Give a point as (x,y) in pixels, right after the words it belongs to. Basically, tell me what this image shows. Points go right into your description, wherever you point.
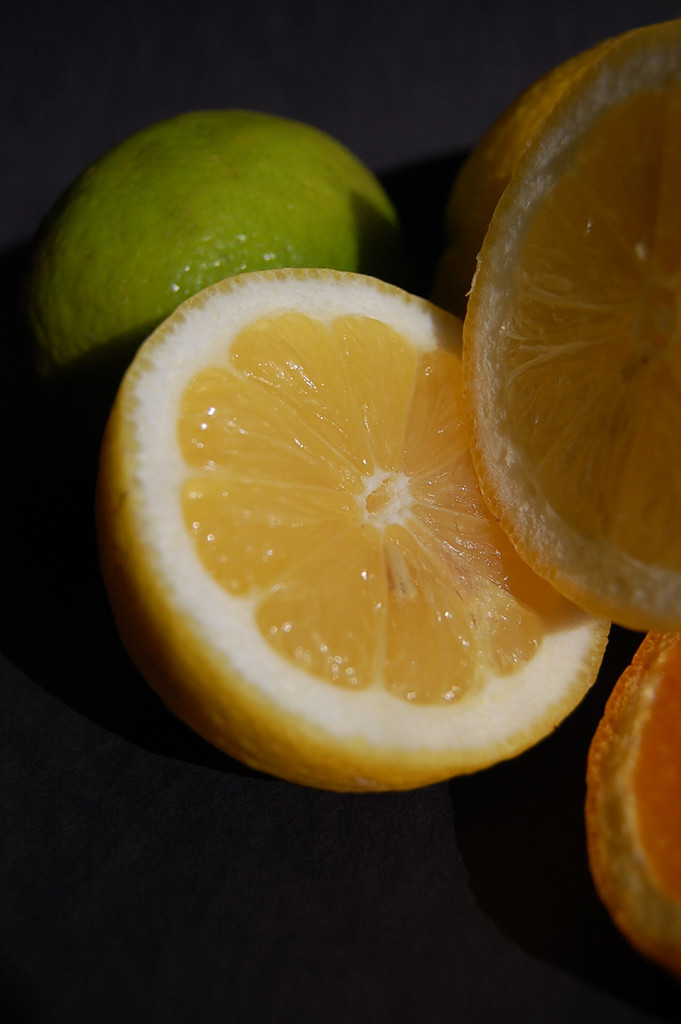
In the picture we can see a some orange slices (632,810) and behind it, we can see a some green color fruit (252,198).
